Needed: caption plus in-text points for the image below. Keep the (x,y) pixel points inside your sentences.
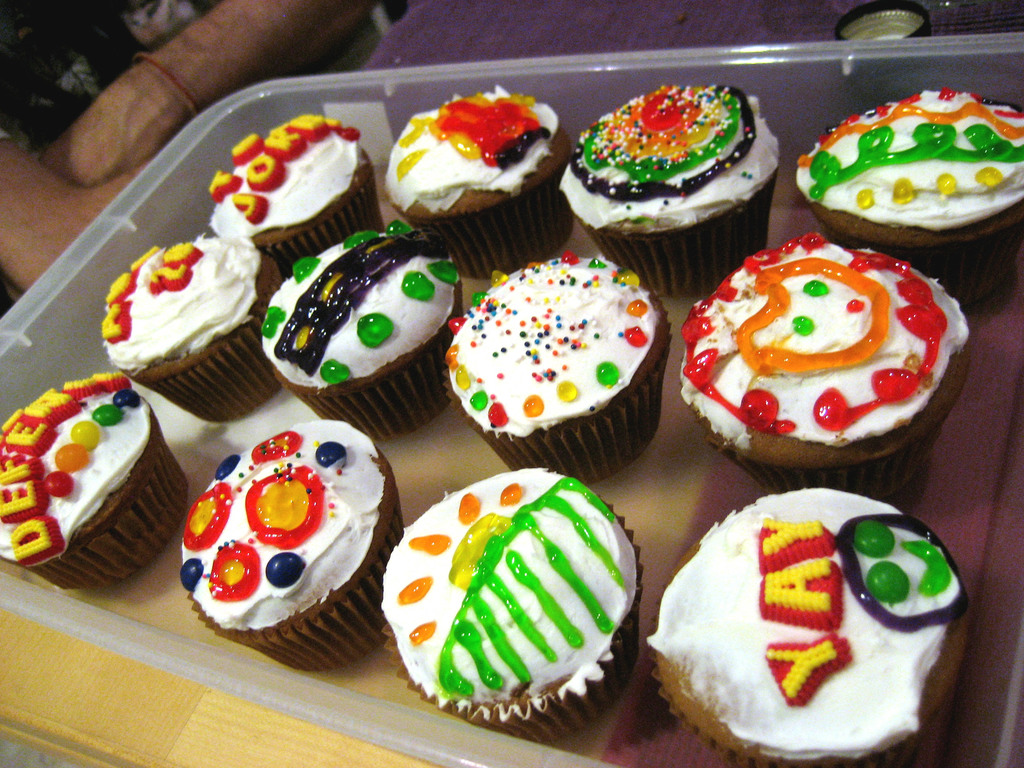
In this image I can see the cream colored surface (105,652) on which I can see a plastic tray (203,682) and in it I can see few cupcakes (361,624) which are brown, white, orange, red, green and yellow in color. I can see few other objects (230,71) in the background (817,28).
